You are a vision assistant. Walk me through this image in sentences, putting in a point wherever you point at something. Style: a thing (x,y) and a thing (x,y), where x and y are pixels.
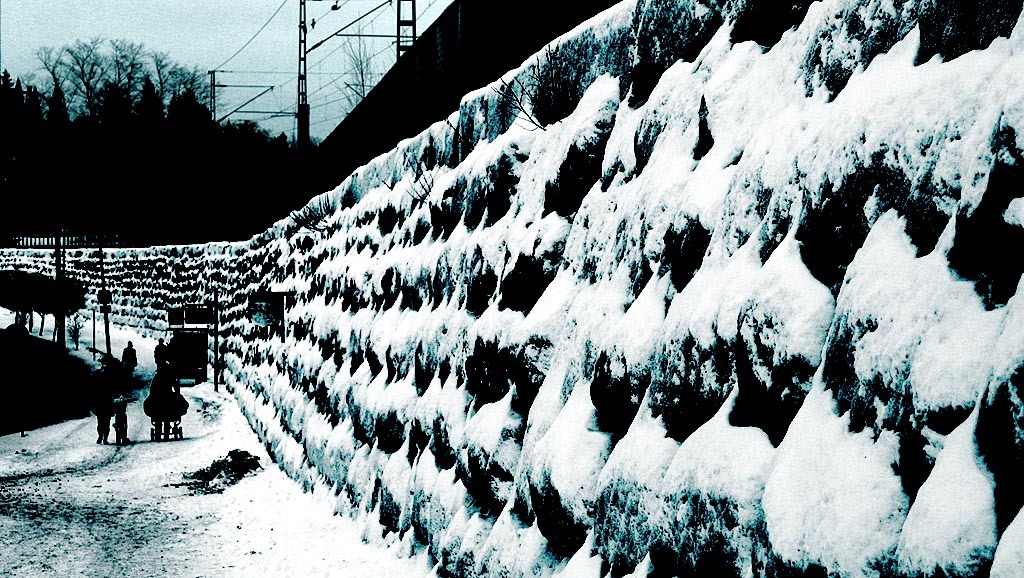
It is the old vintage photo in which there are people (120,377) walking on the road (129,410) with the trolleys (177,420). Beside them there is a big wall (176,265). Behind the wall (176,265) there are trees (131,137) and electric poles (301,60). At the top (211,18) there is sky (211,17).
